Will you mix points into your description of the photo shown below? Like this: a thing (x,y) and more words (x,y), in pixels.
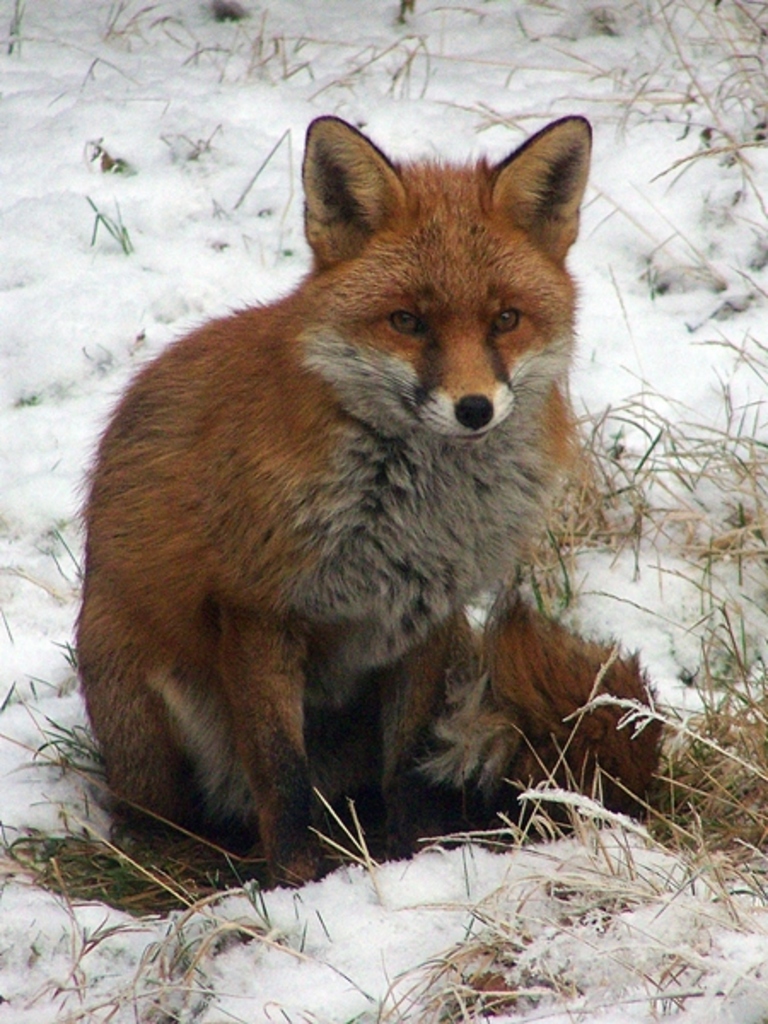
In this image there is a red fox (366,620) on the surface of the snow (340,924).
